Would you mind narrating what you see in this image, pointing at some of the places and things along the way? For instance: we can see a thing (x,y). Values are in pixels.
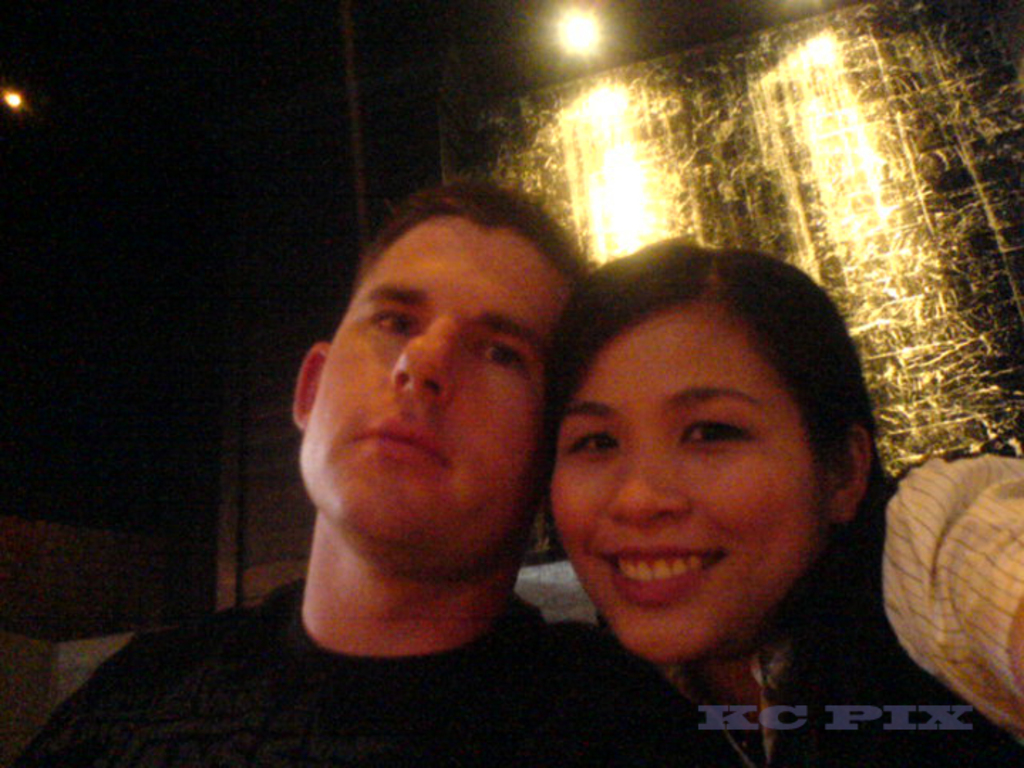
In this image there are two persons (573,678) looking at the camera, beside them, we can see the hand (968,626) of the other person (976,630). The background (609,132) is dark.
